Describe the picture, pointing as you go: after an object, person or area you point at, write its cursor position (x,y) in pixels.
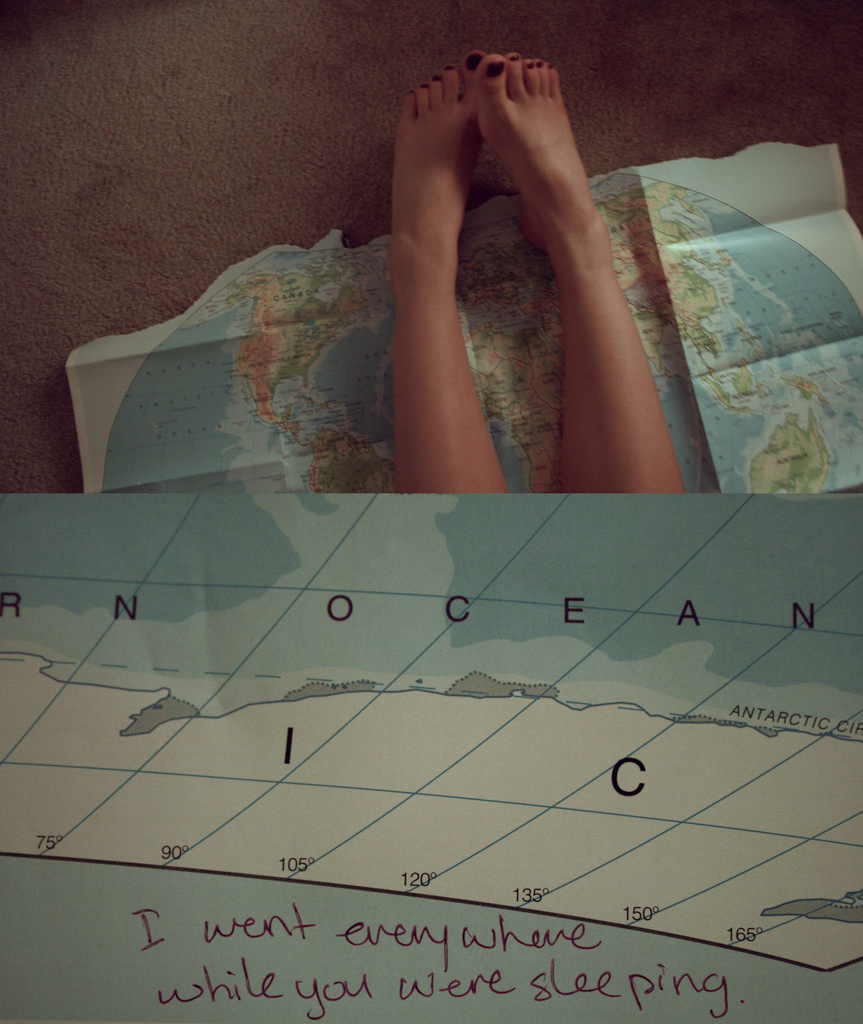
In the picture I can see a person legs (422,358). I can also see map (333,440) on a paper (368,449). Below the image I can see something written over here.
